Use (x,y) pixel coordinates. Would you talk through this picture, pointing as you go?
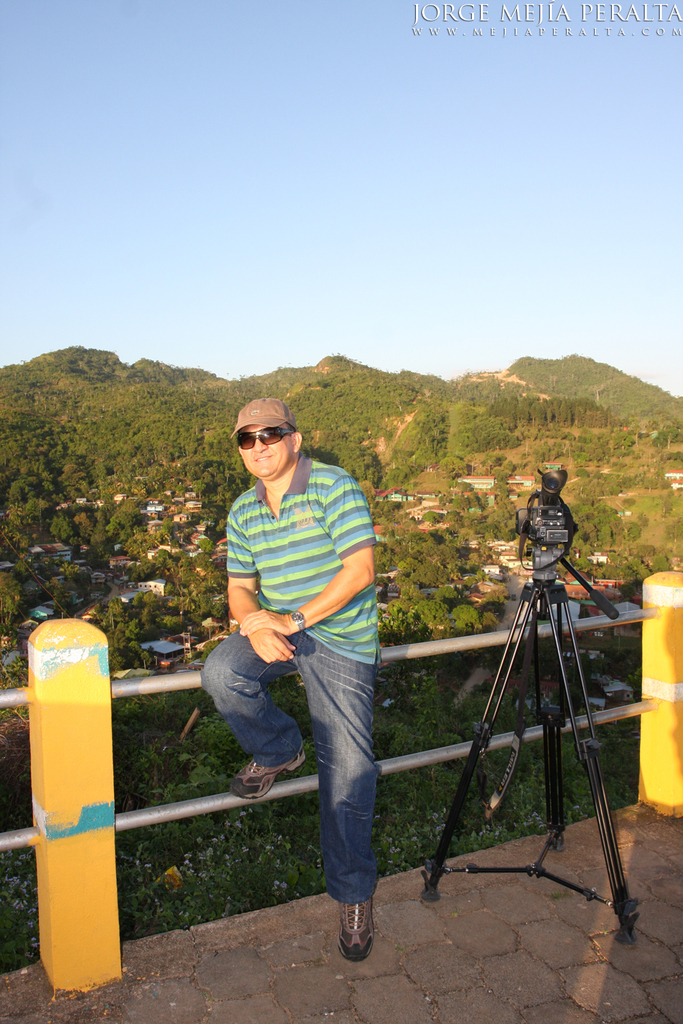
A person (296,733) is present wearing a cap (259,405), goggles (278,435), t shirt (330,501) and jeans (332,679). There is a tripod (543,610) at the right (543,610). There is a fencing (66,816), building (148,509), trees (44,455) and hills (621,388).
